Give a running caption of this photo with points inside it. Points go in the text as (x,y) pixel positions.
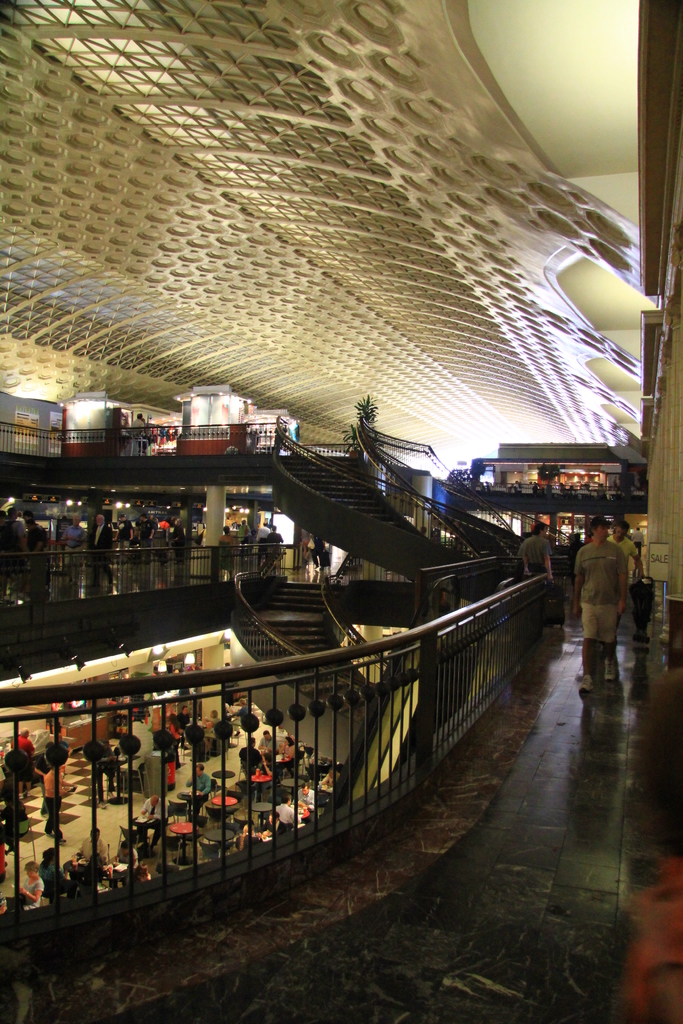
It looks like an inside view of the mall (334,695). Here we can see stairs (320,648), railings (340,653), plant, stalls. In this image, we can see few people (270,744). Top of the image (333,240), there is a roof (295,237).
